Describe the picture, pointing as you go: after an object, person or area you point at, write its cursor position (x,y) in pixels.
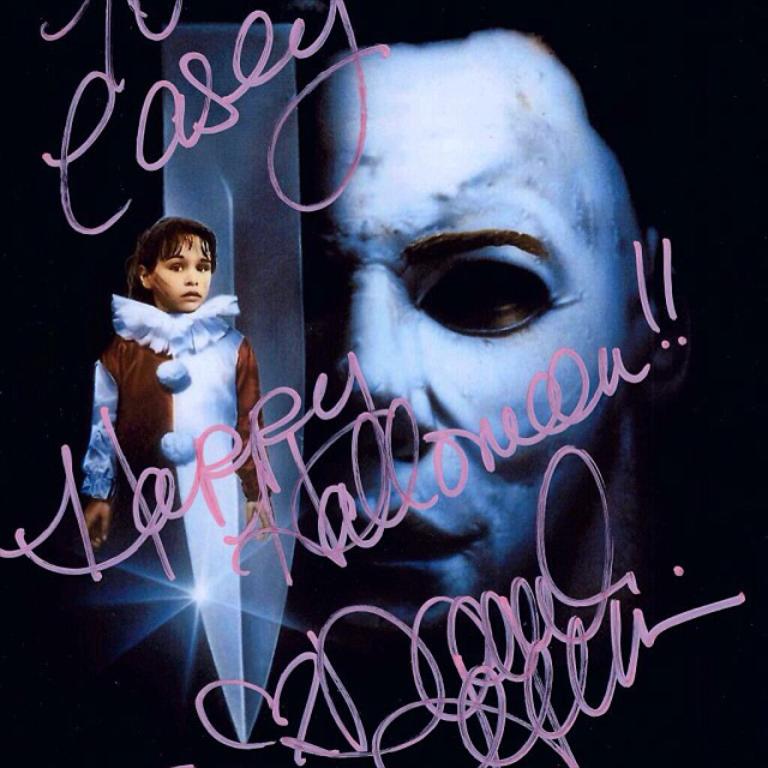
In this image I can see the person (143,432) with brown and blue color dress (143,405). To the side I can see the face (511,295) of the person (600,283). And I can also see the knife (239,282) on the back (224,212). There is a text (233,466) written with pink color pen (318,544) and there is a black background (654,142).
